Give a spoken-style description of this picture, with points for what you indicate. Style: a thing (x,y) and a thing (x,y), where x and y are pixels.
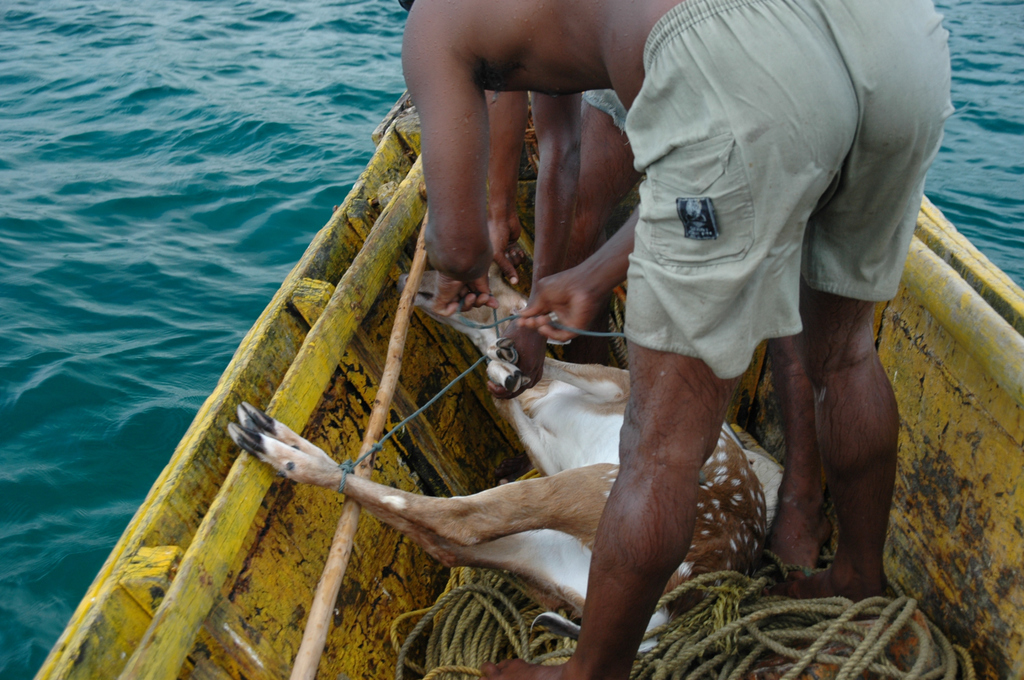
Here in this picture we can see a boat (379,469) present in the water (320,199) and in that boat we can see a person (581,307) standing and he is tying the legs (518,425) of the deer (508,409) present in the boat (492,423) and we can see other ropes (513,644) present.
